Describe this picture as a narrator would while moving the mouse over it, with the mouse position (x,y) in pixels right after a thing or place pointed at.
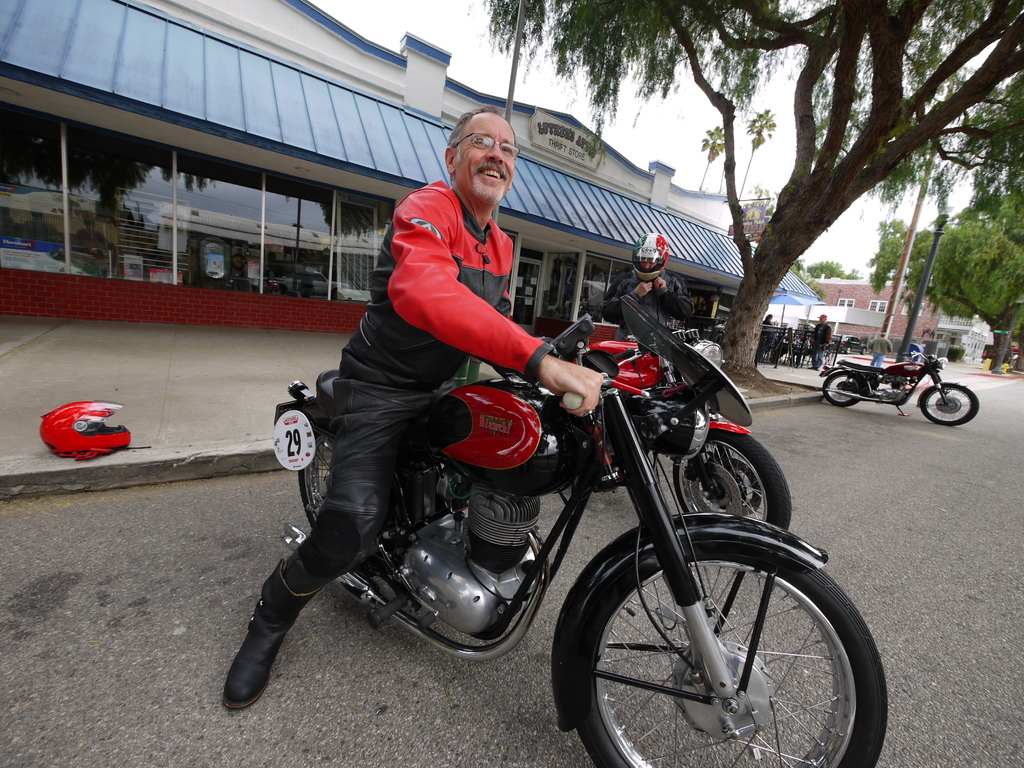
In this picture we can see a man (497,170) wore a spectacle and sitting on a motorbike (462,426) and smiling, helmets (124,443), bikes (714,465) on the road (944,514), buildings (685,244) with windows (877,308), trees (992,281), poles (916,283) and some people (831,327) and in the background (591,111) we can see the sky (463,73).
